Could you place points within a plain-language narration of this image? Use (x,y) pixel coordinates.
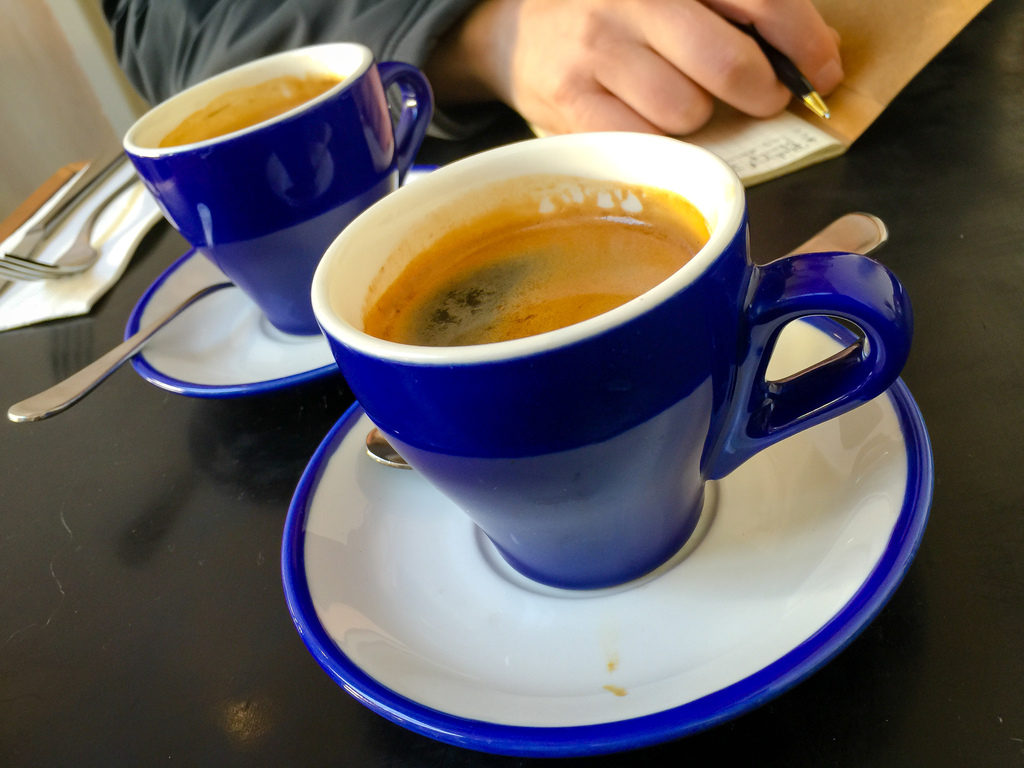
In this image I can see coffee cups (307,131), saucers (653,668), spoons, fork (88,258), knife (117,165) and tissue paper (87,274) is on the black platform (979,500). At the top of the image (607,74) we can see a person hand (598,57) and book (851,102). A person (743,65) is holding a pen (808,89).
